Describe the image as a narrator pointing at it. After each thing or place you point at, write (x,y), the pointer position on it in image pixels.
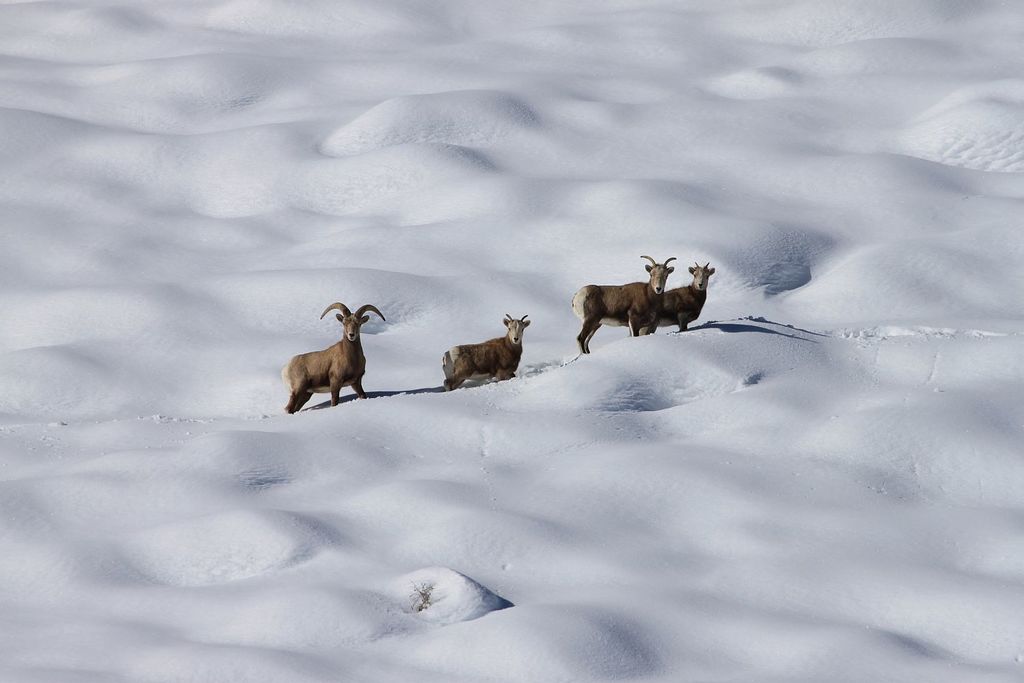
In this image I can see goats (487,344) are standing on the snow (362,478).
